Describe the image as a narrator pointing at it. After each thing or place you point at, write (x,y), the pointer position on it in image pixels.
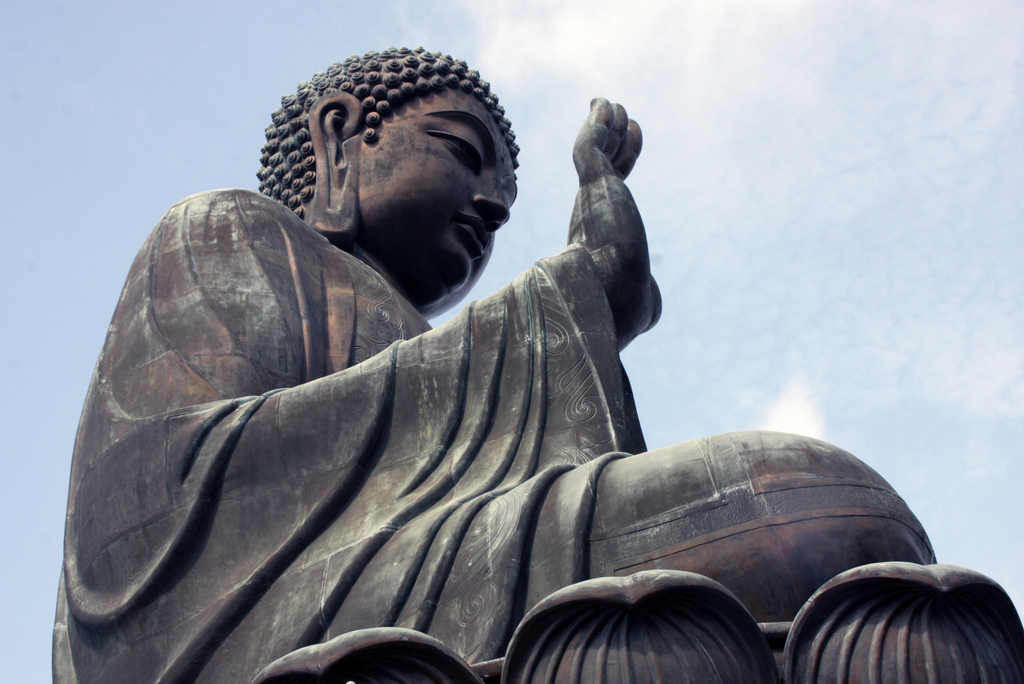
In this image I can see the statue of Buddha (345,547) which is in black and brown color. In the background (805,344) I can see the sky (835,341).
